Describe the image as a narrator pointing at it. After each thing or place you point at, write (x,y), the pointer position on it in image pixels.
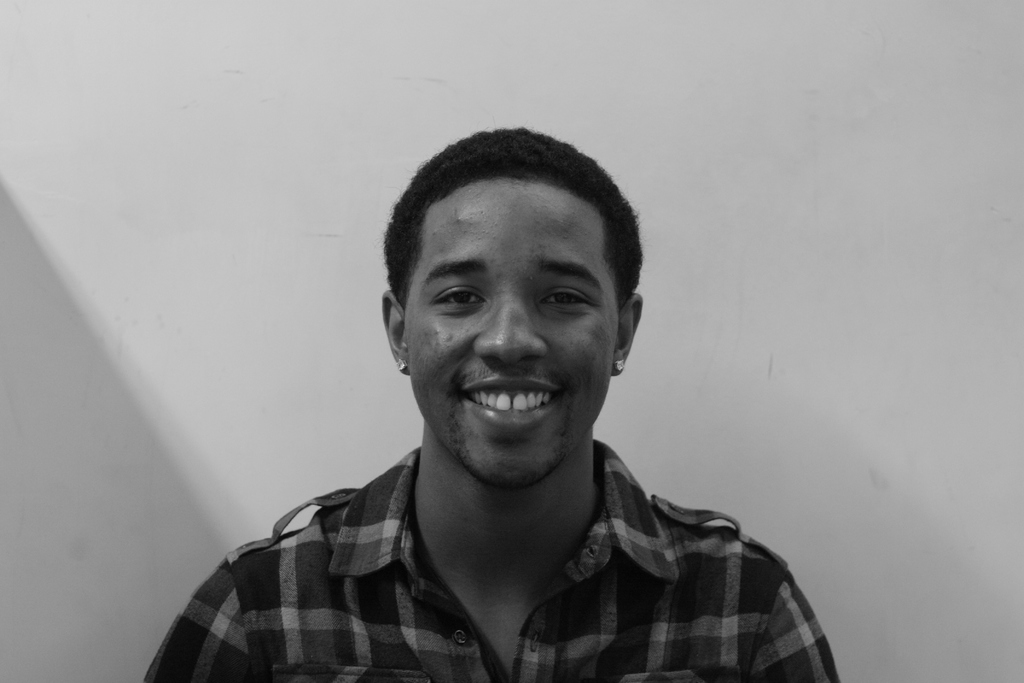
In this picture we can see a man (587,652) looking and smiling at someone.
